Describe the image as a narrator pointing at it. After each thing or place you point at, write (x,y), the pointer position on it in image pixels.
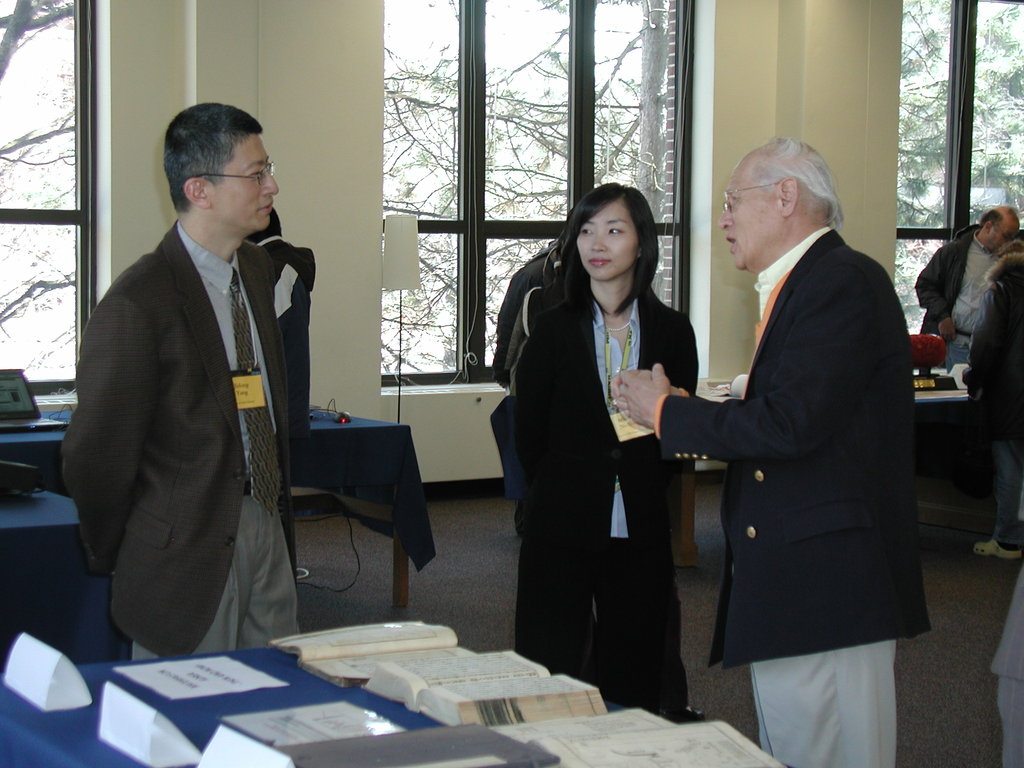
there are three persons (573,340) are standing near the table (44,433) two men (755,246) and one woman (679,342) through the window (566,158) we can see trees (533,195).
